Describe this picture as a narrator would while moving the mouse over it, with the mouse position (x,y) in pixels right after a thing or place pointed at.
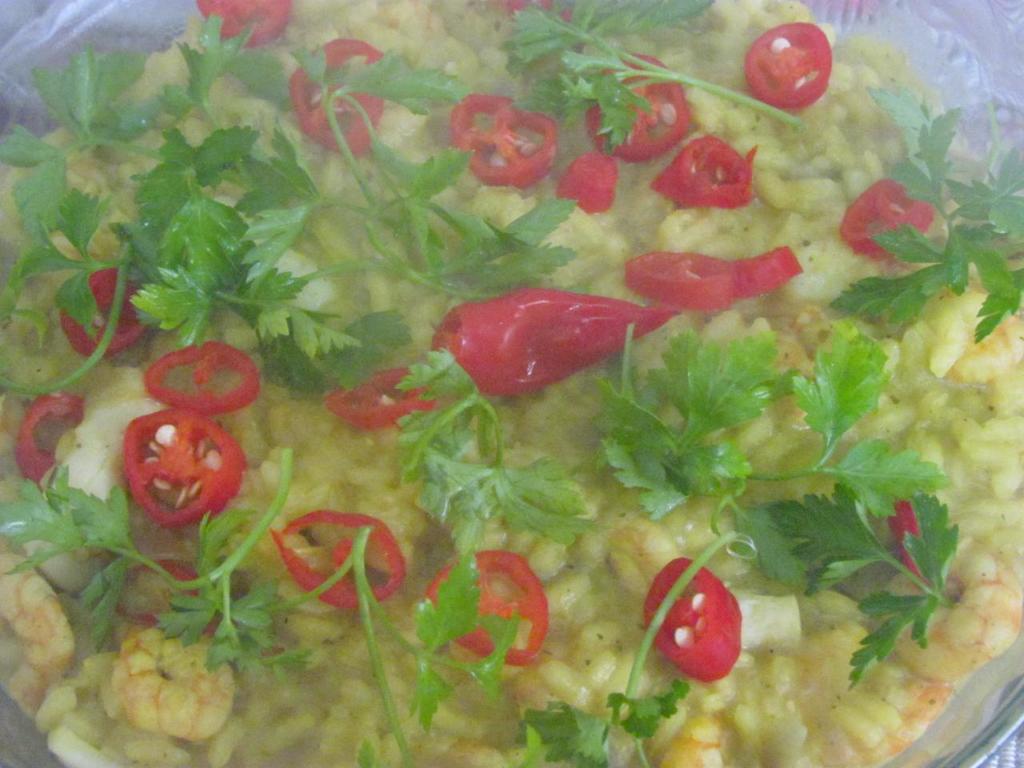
In this image I can see some food item (481,409) in the plate (75,39).
